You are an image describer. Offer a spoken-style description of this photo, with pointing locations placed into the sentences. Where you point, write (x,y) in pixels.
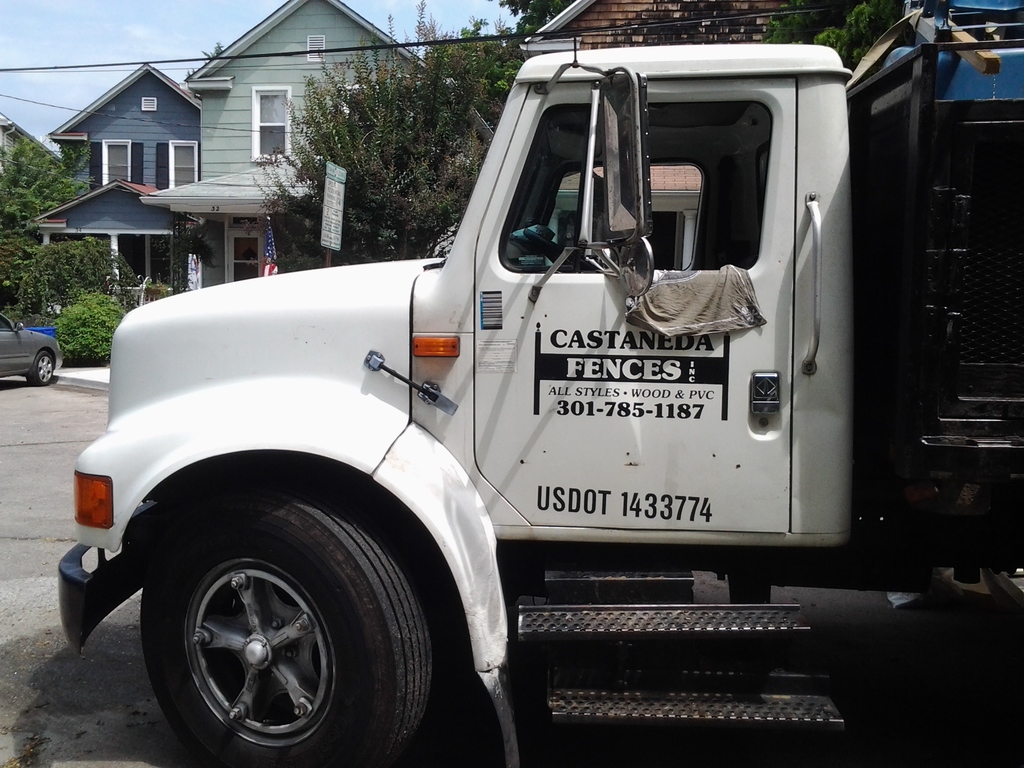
In this image, we can see vehicles (367,468) on the road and in the background (249,62), there are buildings (257,124), trees (365,156), boards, wires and we can see a flag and some bushes (103,298). At the top (84,26), there is sky (84,26).
